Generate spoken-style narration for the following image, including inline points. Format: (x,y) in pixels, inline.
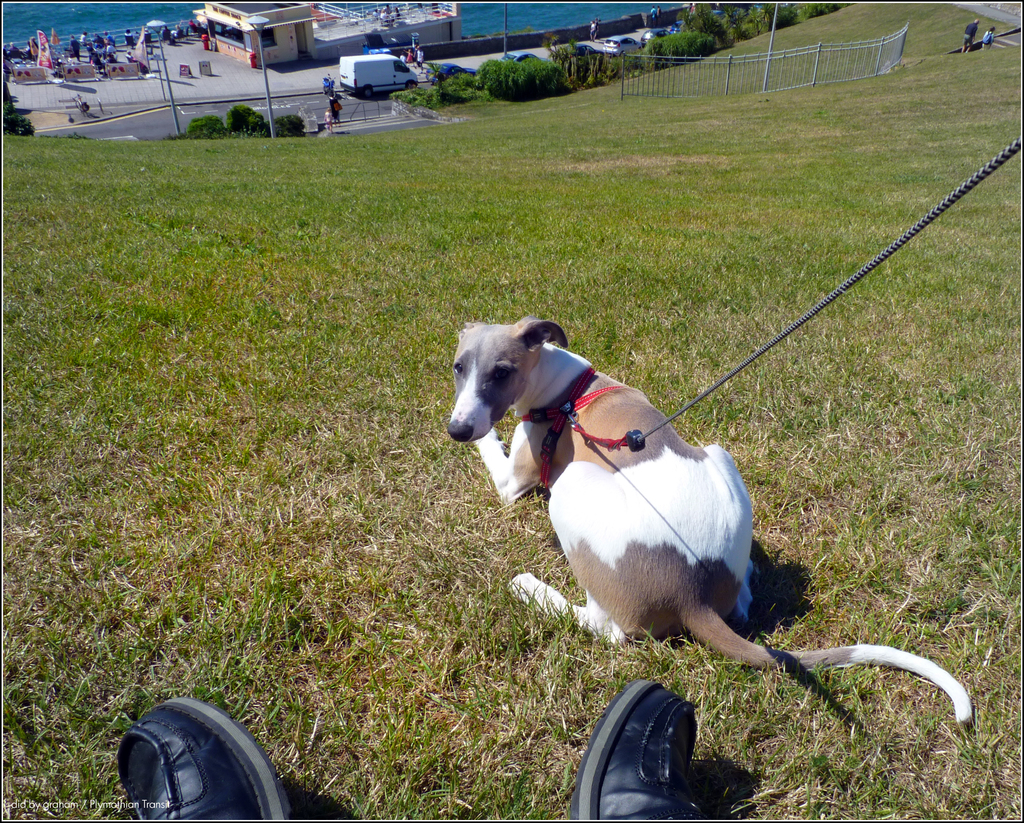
In this image there is a grassland (875,404), on that land (313,798) there are shoes (260,814) and a dog (555,480) lying, in the background (881,54) there is a fencing (719,78), trees (691,29) and vehicles (514,54) on a road (266,100) and there are people (115,46) standing on a pavement (93,80) and there is a building (275,40) and water surface (580,17).
